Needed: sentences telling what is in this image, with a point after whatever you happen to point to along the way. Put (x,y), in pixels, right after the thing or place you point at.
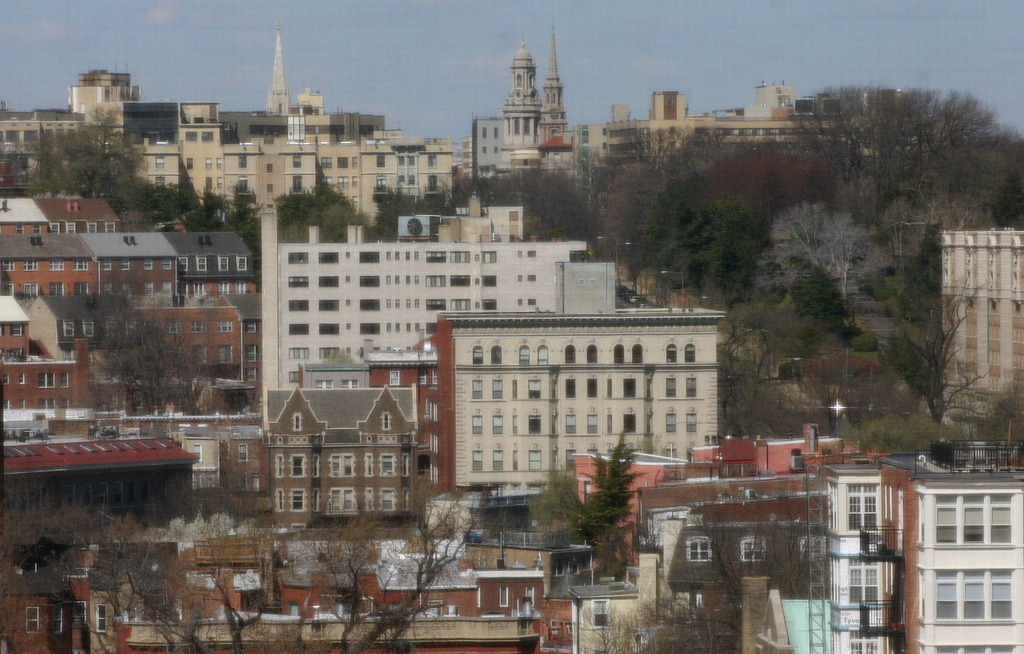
In the picture I can see buildings (423,365), trees (628,207), poles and some other objects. In the background (450,64) I can see the sky (500,55).
